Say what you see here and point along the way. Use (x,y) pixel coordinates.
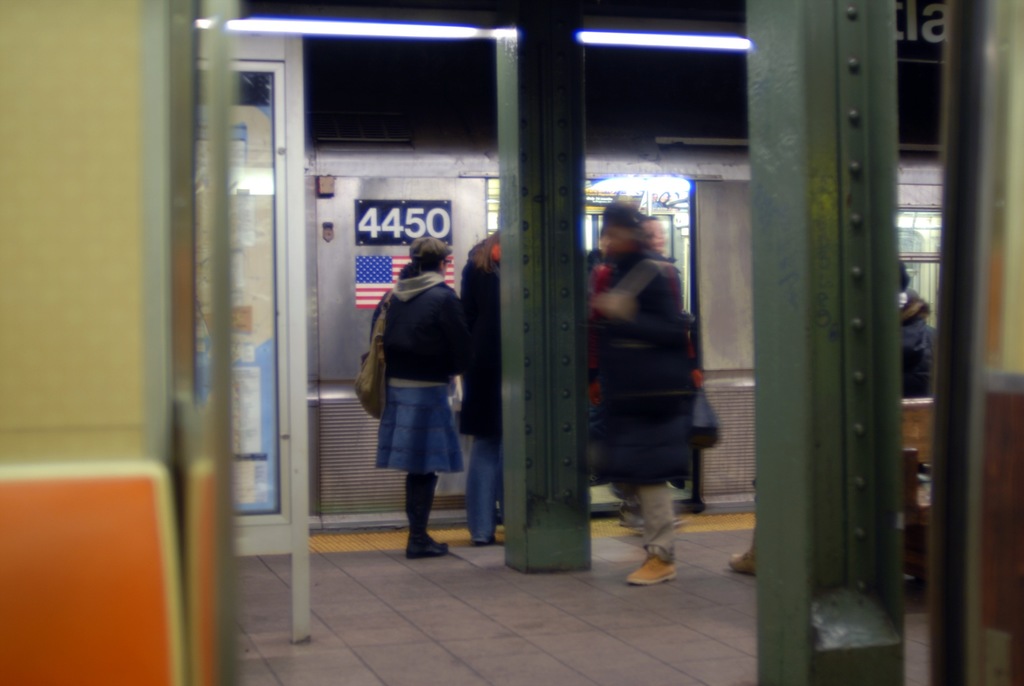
In this image I can see iron beams (899,366) and I can see a train (386,215) visible in the middle (366,249), in front of the train (391,275) I can see some persons (409,279), on the train (354,225) I can see a text (367,223).
